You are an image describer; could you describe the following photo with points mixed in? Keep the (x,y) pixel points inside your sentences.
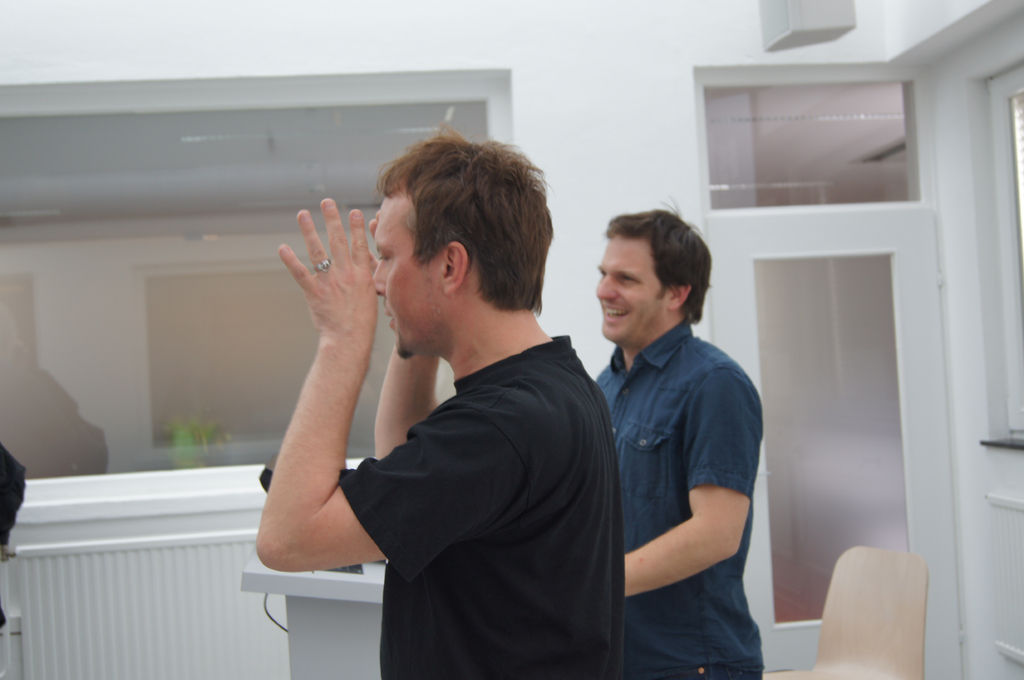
In the center of the image (451,349) we can see two mans (502,514) are standing. In the background of the image (194,130) we can glass (348,144), wall (655,111), door (842,490), chair (838,609), roof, podium (316,574), laptop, wire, person hand (19,476) are there.
